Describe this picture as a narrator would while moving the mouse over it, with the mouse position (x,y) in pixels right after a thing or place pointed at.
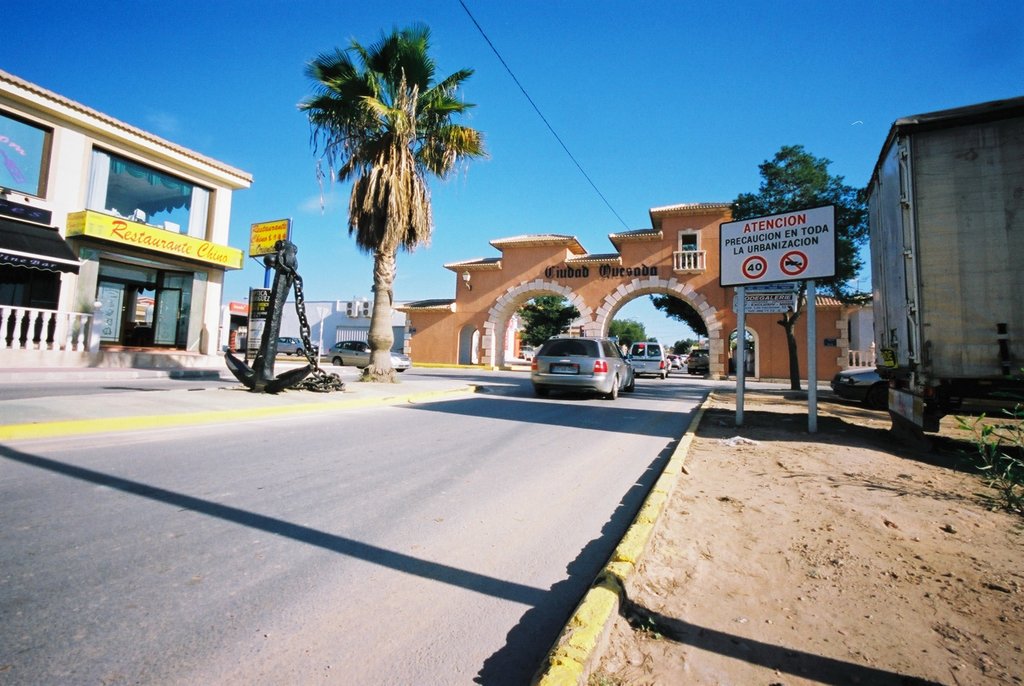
In this image I can see few vehicles (594,378) are moving on the road (409,435). On the left side (147,249) it looks like a restaurant (133,277), on the right side (735,222) there is a caution board (741,294). In the middle (370,377) there is a palm tree (385,283) and there is an Anchor shaped thing (267,361) in black color, at the top (655,93) it is the sky (652,108).
